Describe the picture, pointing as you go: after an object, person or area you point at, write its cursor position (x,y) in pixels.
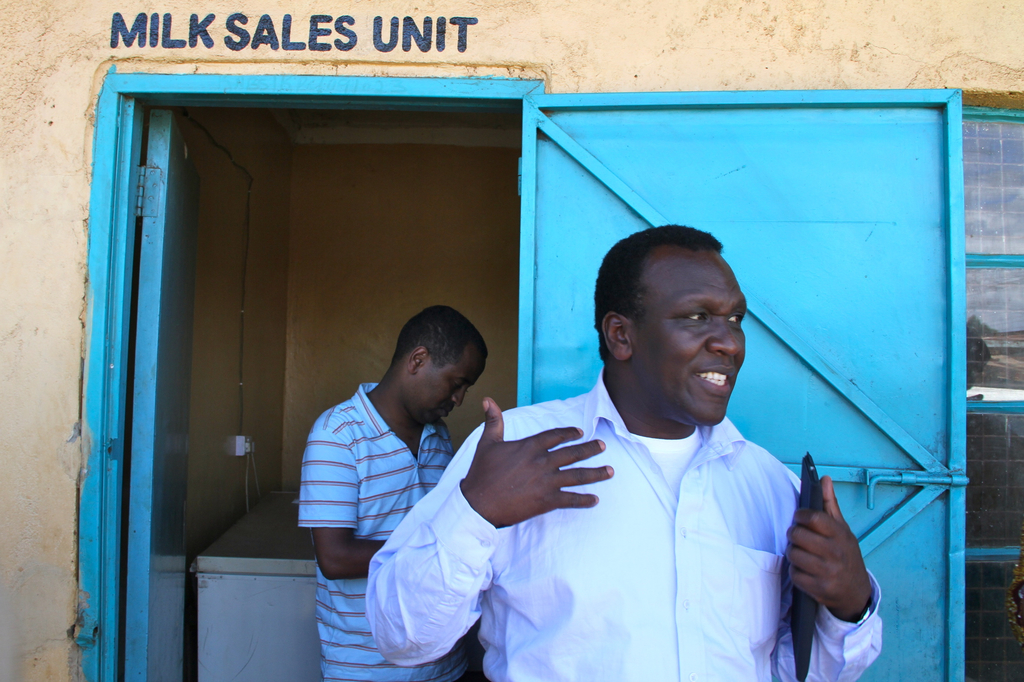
In this image in front (328,641) there are two people (478,507). Behind them there is a table (244,623). There is a door (647,197). There is a wall (350,33) with some text (383,38) on it. On the right side of the image (1008,172) there is a glass window (977,200).
